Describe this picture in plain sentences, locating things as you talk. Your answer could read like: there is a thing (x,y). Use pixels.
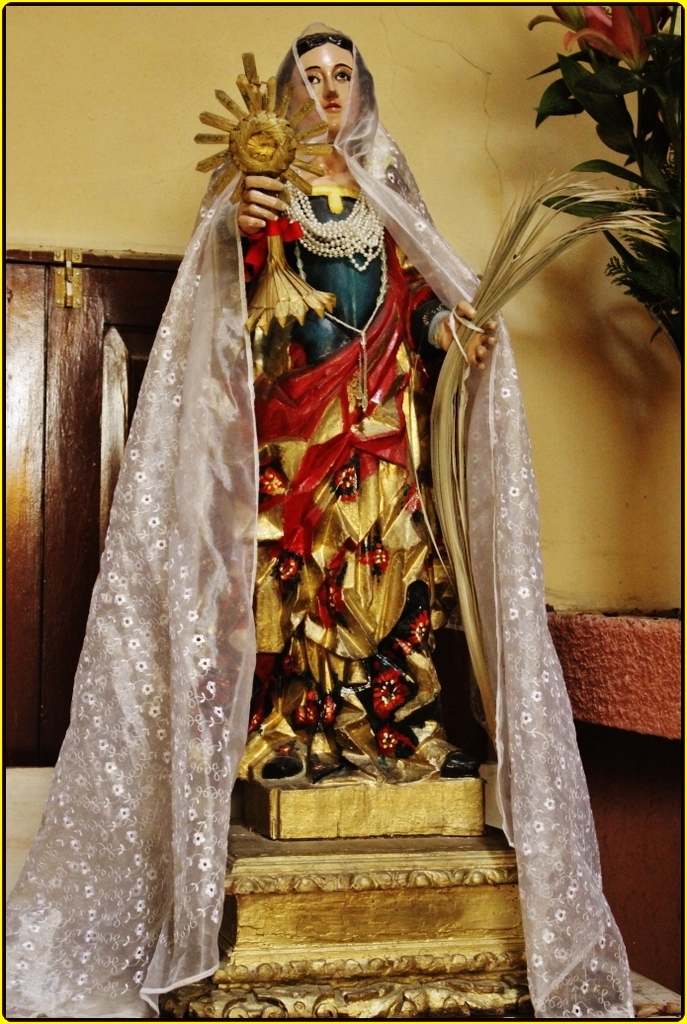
This picture shows a statue (454,500) and a cloth (188,348) on it and we see a plant (604,215) on the side and a window (126,433) on the back (13,721).
